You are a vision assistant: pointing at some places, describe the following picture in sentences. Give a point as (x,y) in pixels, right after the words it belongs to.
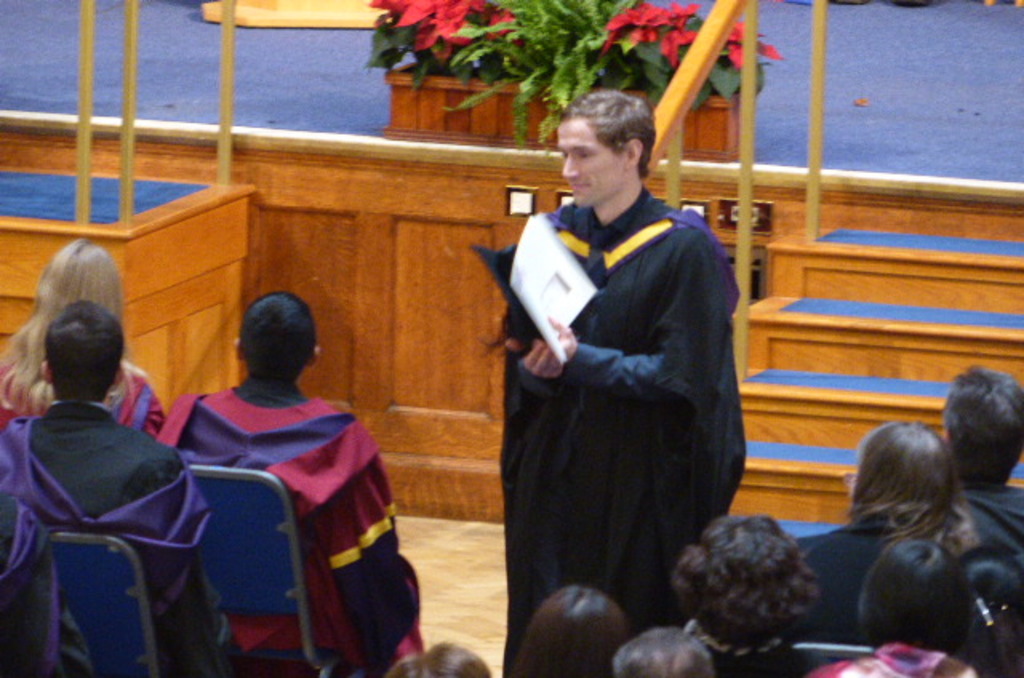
In this image I can see a person (719,311) standing and holding some objects (510,296). There are group of people (28,511) sitting and in the background (804,173) there is a stage (780,237). Also there are some objects (630,22).
